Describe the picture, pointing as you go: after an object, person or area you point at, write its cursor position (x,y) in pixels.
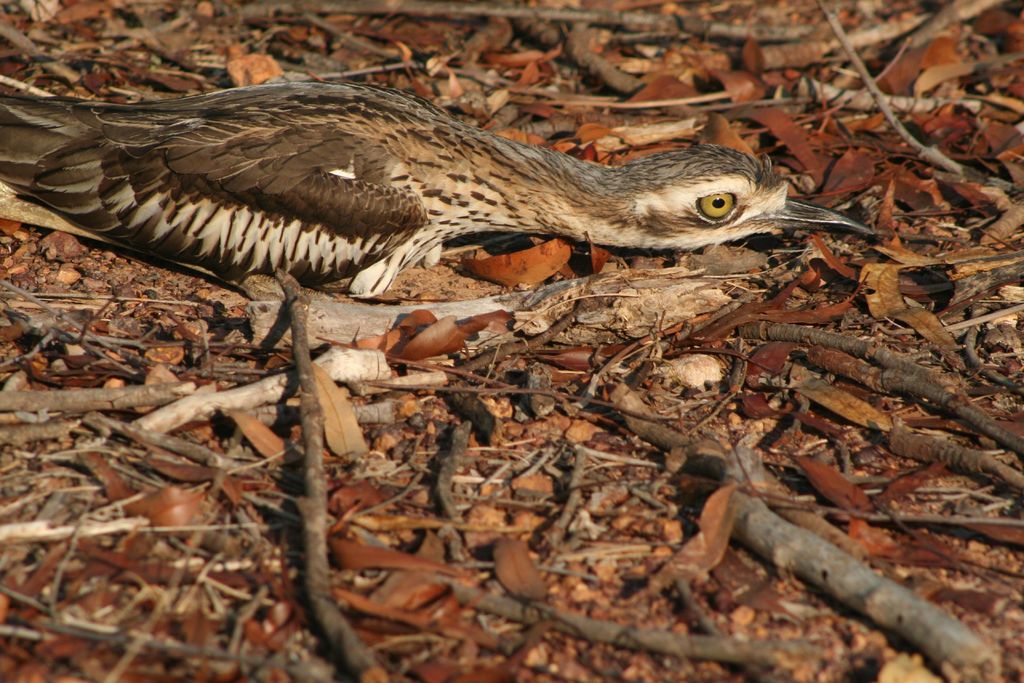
In this image I can see the ground (474,480), few leaves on the ground (793,415), few wooden sticks (747,501) and a bird (439,219) which is brown, cream and black in color on the surface (477,500) of the ground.
